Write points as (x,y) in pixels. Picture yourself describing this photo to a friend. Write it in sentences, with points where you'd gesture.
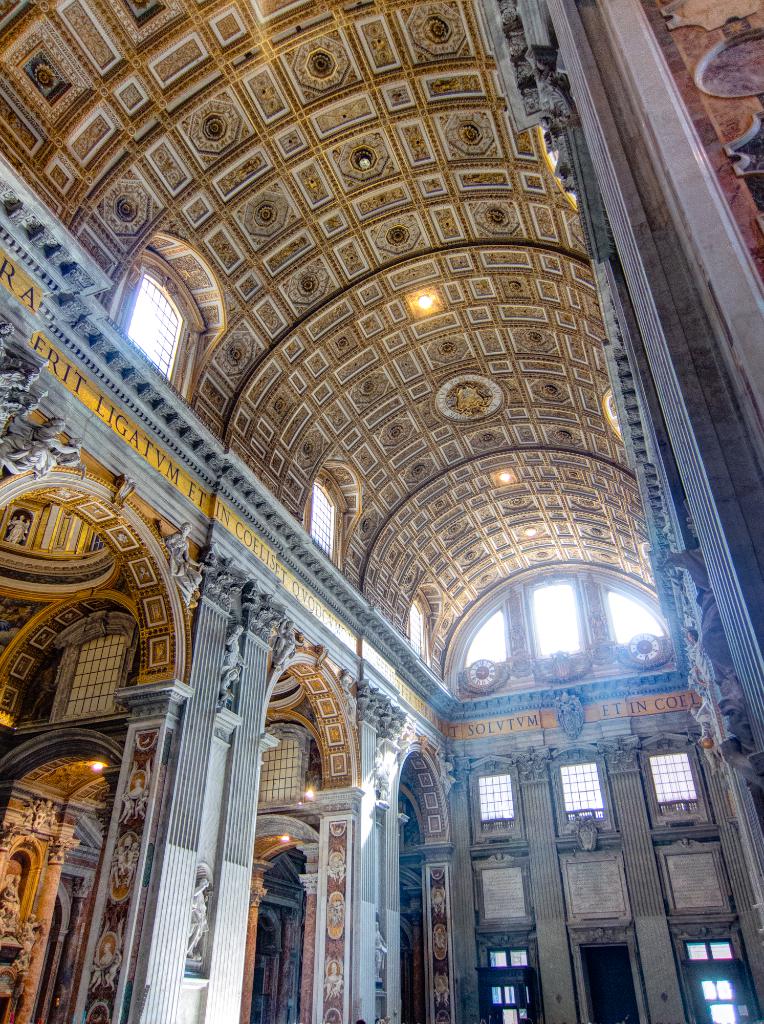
This is the inside picture of the building (366,853). In this image there are glass windows (487,653), lights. At the top of the image (372,204) there is a dome (324,127).
